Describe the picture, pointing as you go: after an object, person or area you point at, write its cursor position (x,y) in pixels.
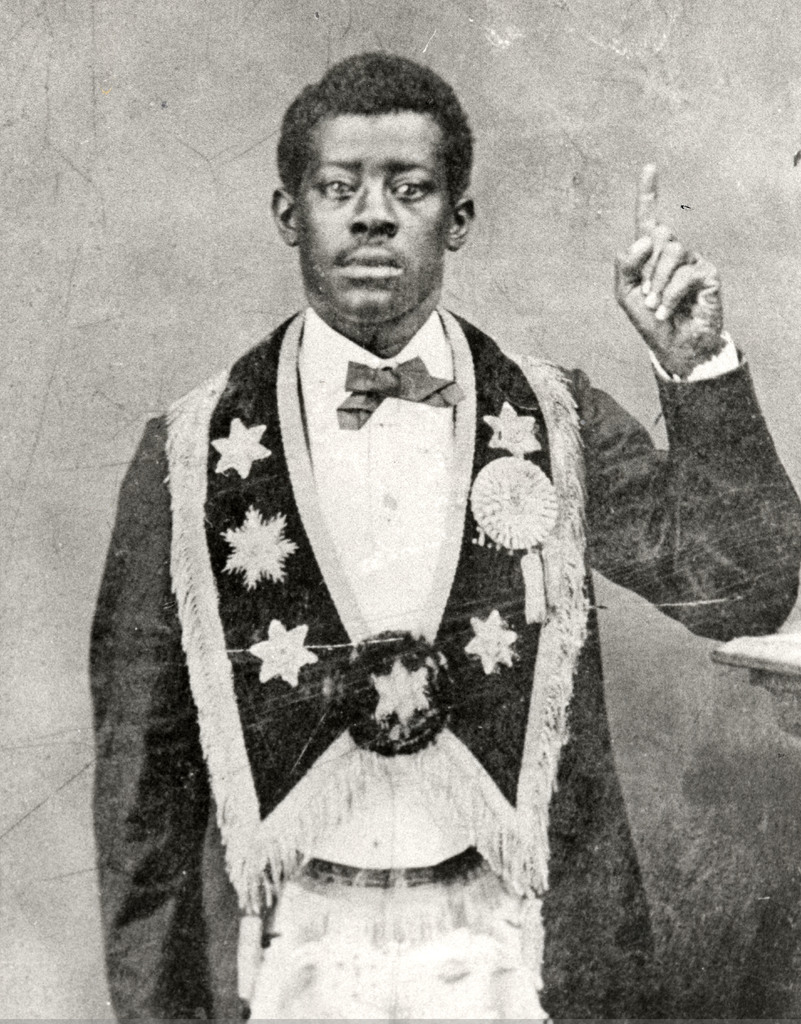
This is a black and white image. In this image we can see a person (455,471). In the background of the image (221,52) there is wall (224,146).
